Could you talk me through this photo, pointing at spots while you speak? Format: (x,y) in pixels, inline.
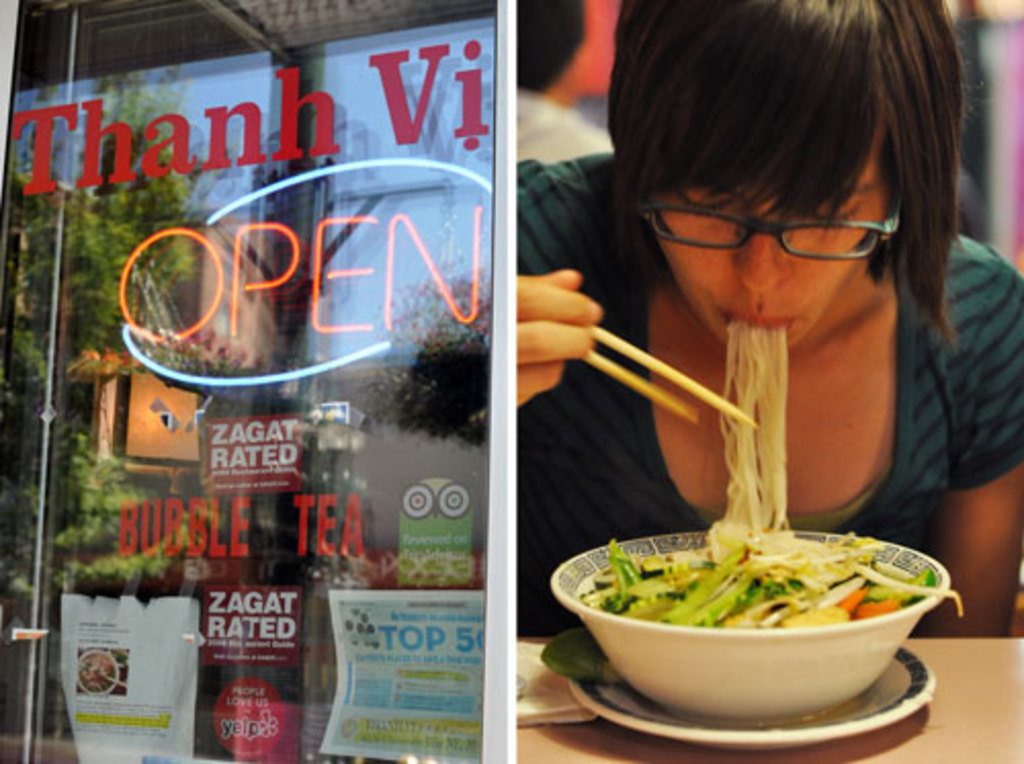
On the right side of the image (888,356) we can see a woman (913,416) holding chopsticks (653,398) and eating noodles (746,487). There is a bowl (727,634) and plate (794,728) placed on the table (959,745). On the left side of the image (86,417) we can see a glass window (346,352).
